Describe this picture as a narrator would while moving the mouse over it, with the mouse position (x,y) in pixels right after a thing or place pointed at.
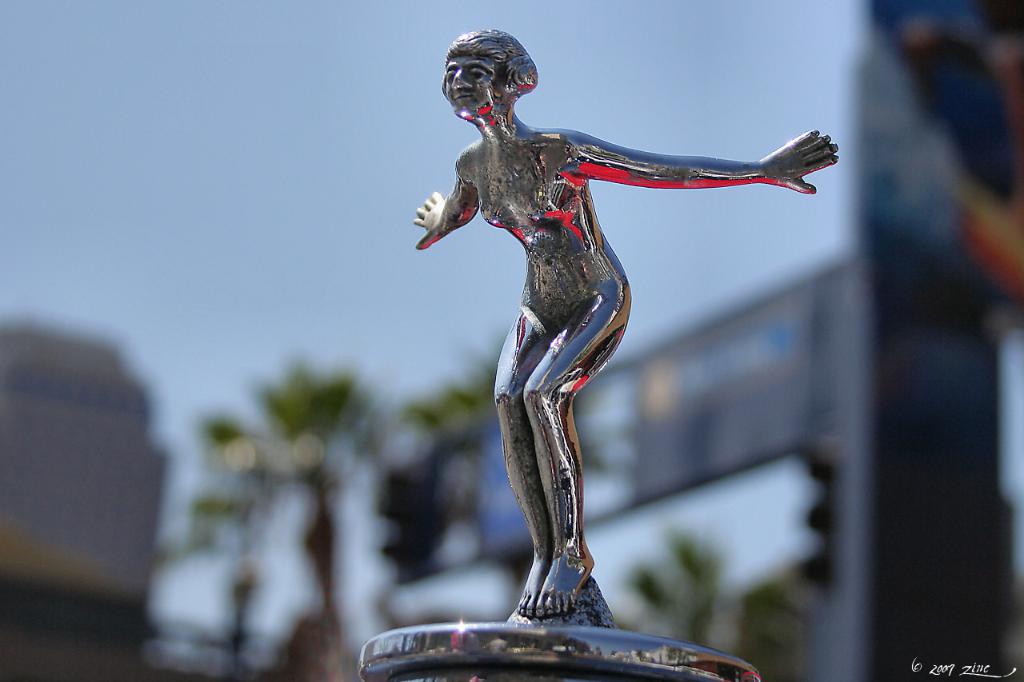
In the center of the picture (534,399) we can see the sculpture of a woman (525,182). The background (514,249) is blurred.
